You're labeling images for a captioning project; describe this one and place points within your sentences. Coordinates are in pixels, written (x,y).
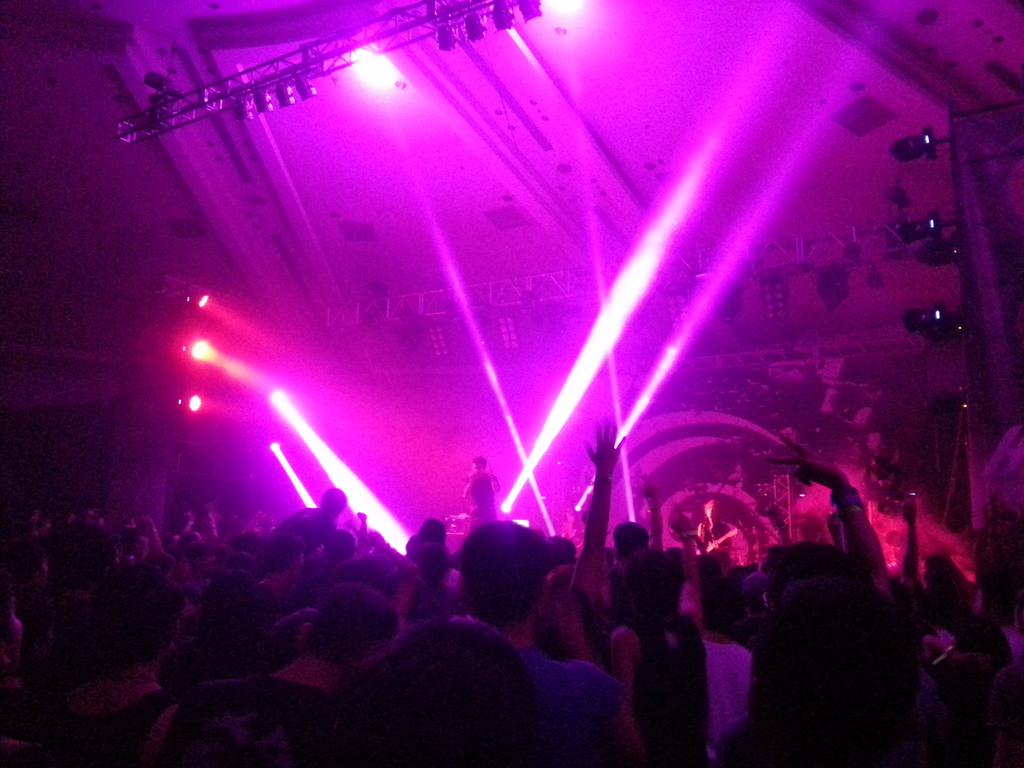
In this image I can see group of people (622,615). In the background (466,25) I can see few lights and rods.
